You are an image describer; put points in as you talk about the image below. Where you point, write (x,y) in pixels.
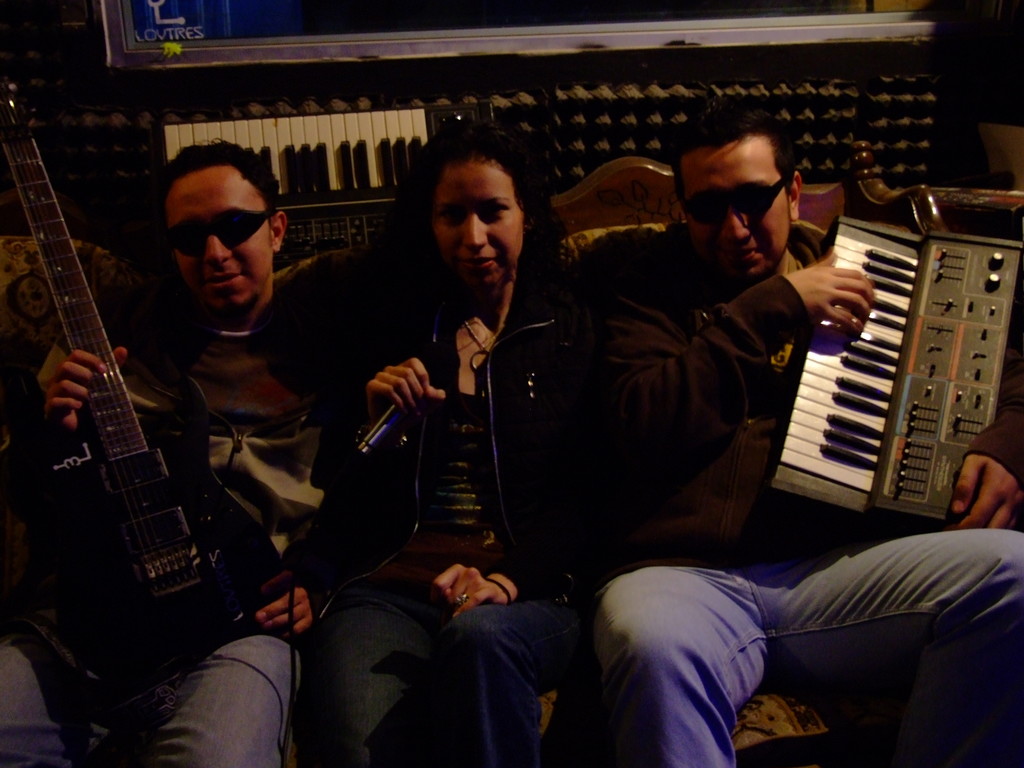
In this picture we can see two men (731,400) and one woman (483,365) sitting on sofa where one is holding guitar (148,561) and other is holding keyboard (803,380) and in middle (501,351) woman (479,302) is holding mic (374,432) in their hands (404,381) and in the background (351,123) we can see keyboard (367,134), wall (685,97).
